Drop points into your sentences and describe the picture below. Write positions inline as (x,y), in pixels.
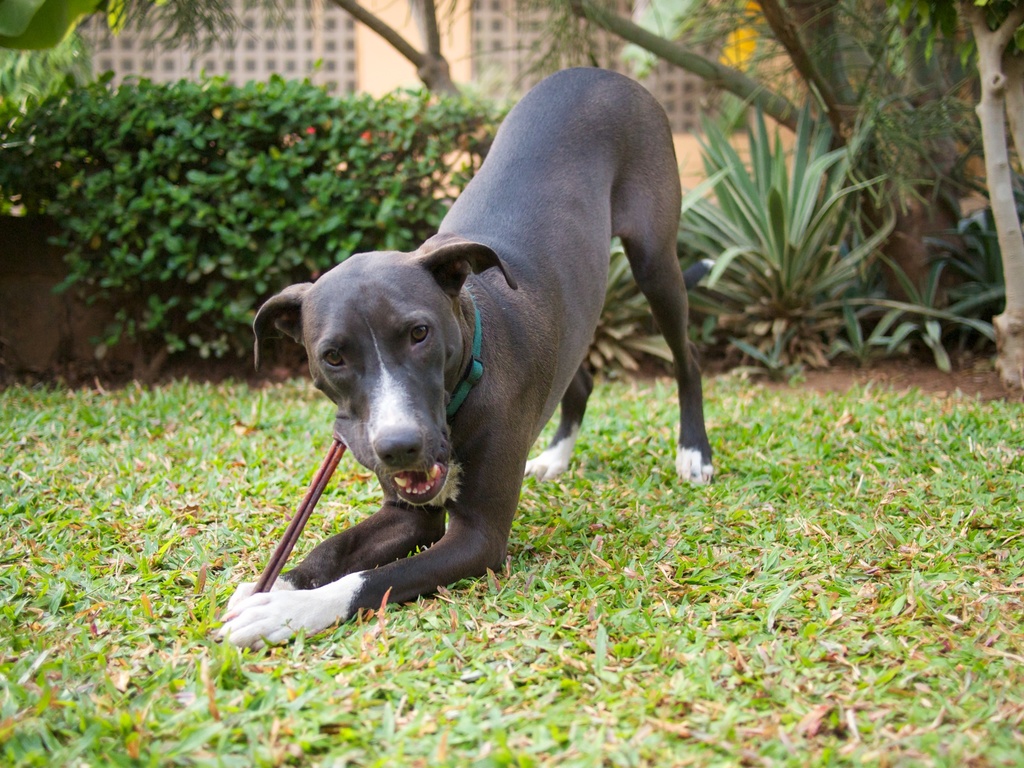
In the center of the image (542,416), we can see a dog (499,285) and in the background (704,40), there are trees (813,82), plants (328,102) and buildings (146,51) and at the bottom (534,650), there is ground (543,626).
